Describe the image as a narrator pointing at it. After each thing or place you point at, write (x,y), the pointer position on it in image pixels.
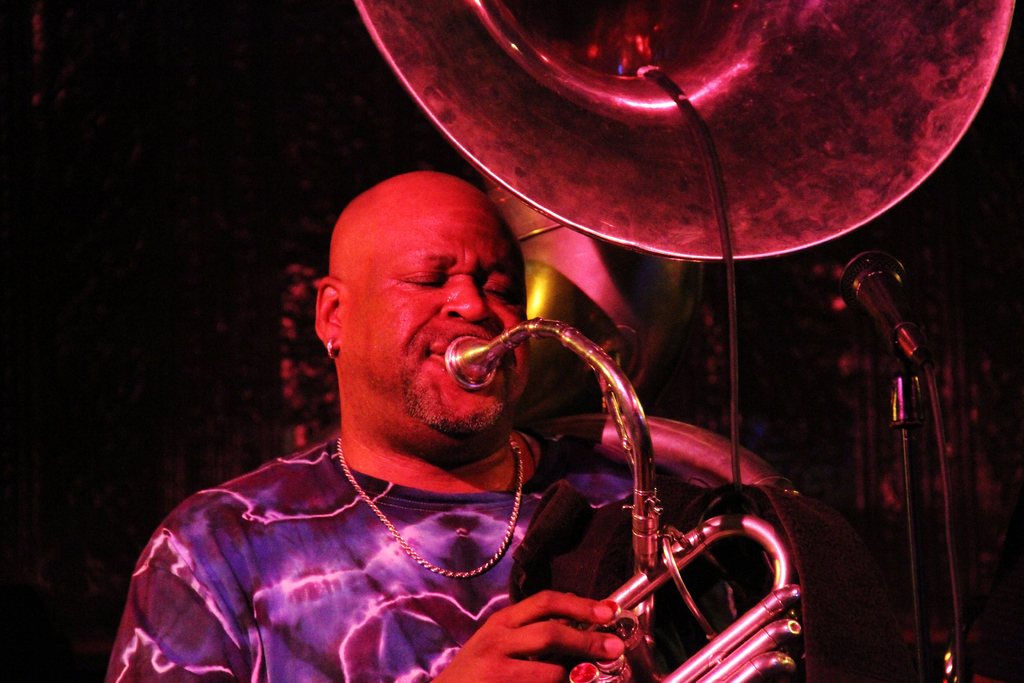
In this image I can see a man (383,581) is playing a musical instrument (663,530). Beside him there is a mike stand (892,389).
